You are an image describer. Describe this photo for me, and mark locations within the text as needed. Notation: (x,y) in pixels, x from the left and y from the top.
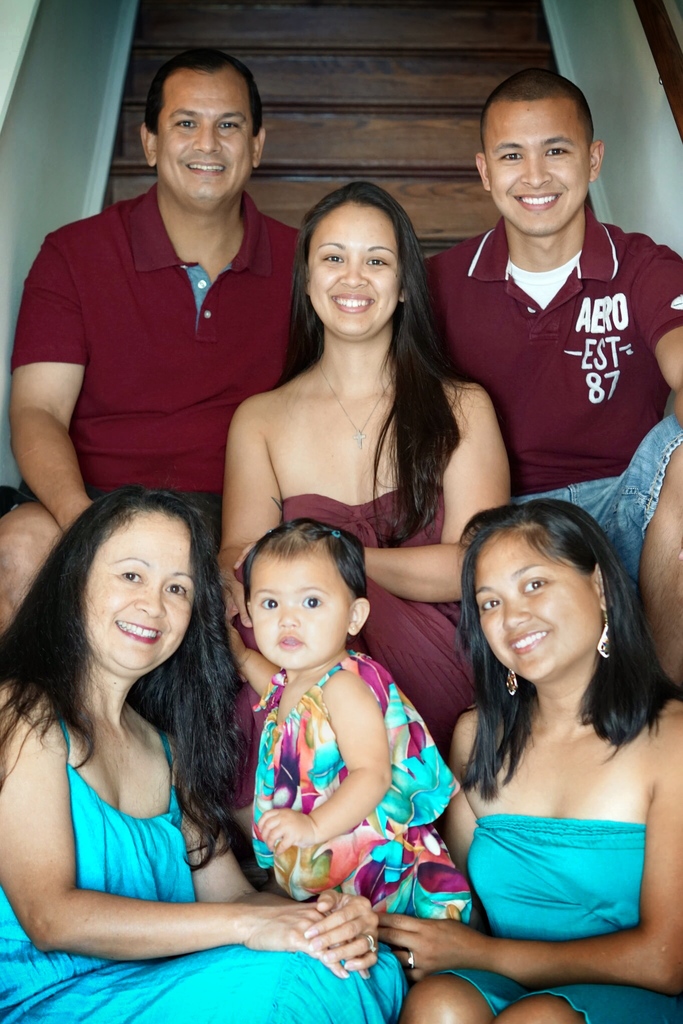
In this image I can see the group of people (264,591) with different color dresses (431,618). I can see these people (330,468) are smiling. In the background (312,41) I can see the stairs (340,49) and the railing (672,45).
